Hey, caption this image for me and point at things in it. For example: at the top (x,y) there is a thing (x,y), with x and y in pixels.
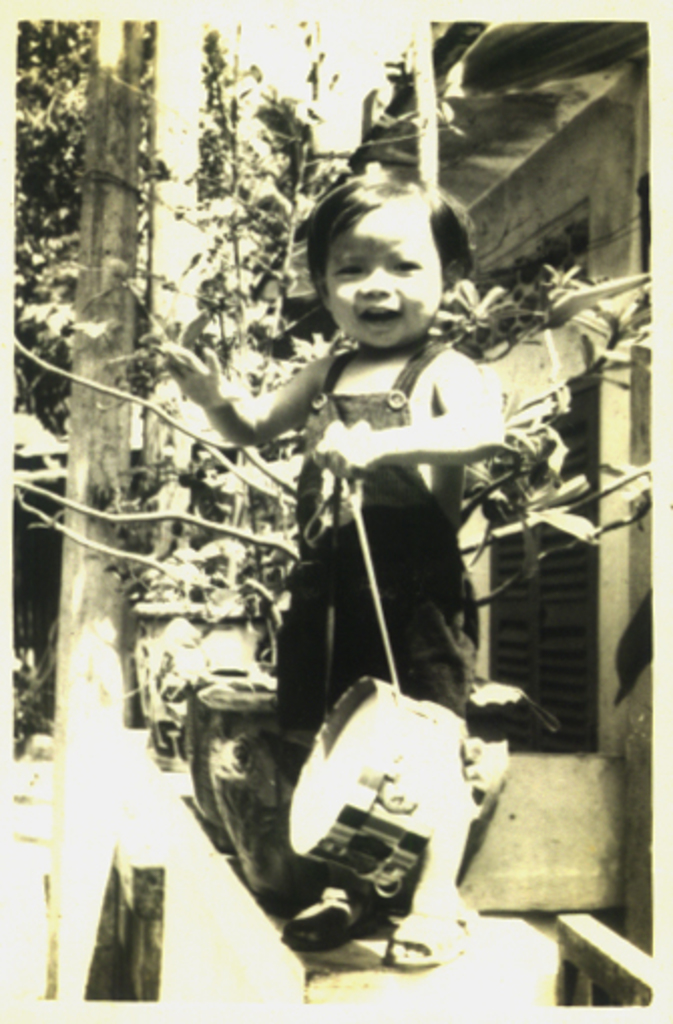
In the foreground of this black and white image, there is a kid (404,521) holding an object (411,804). Behind the kid (308,612), there are flower vases (187,590), wall (563,146), pole (96,249) and a window (574,612).
